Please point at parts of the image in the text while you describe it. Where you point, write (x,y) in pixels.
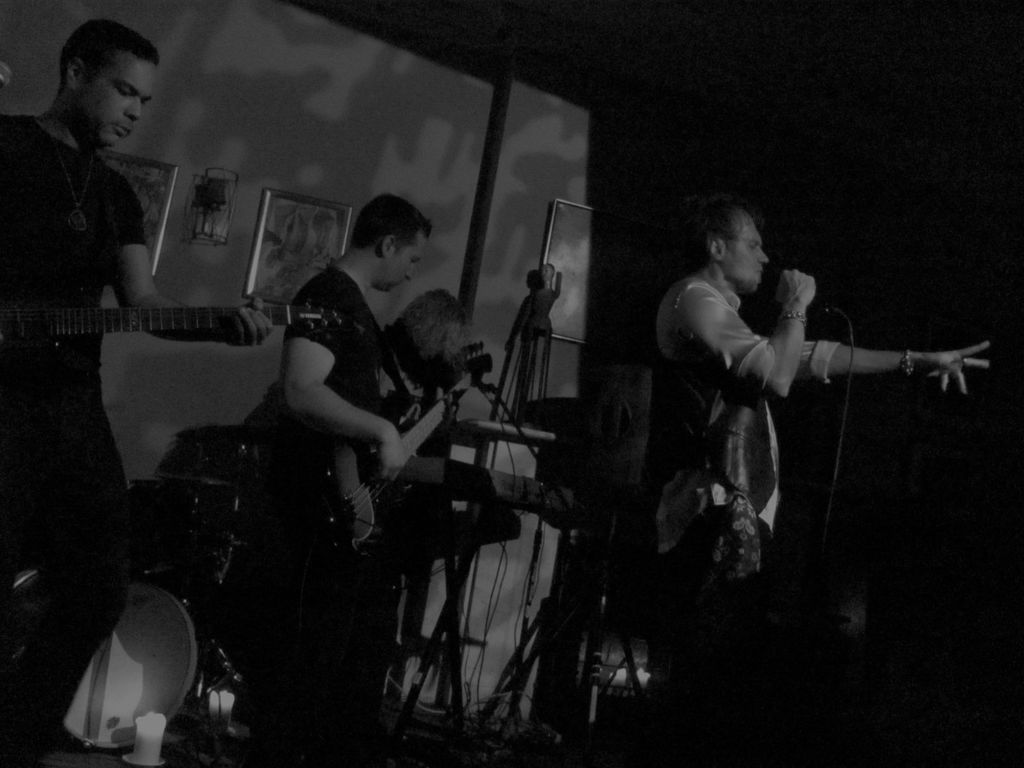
This is completely a black and white picture. Here we can see persons (91,340) playing guitars (467,373) and drums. This man (789,311) is holding a mike (770,275) in his hand (792,302) and singing.
